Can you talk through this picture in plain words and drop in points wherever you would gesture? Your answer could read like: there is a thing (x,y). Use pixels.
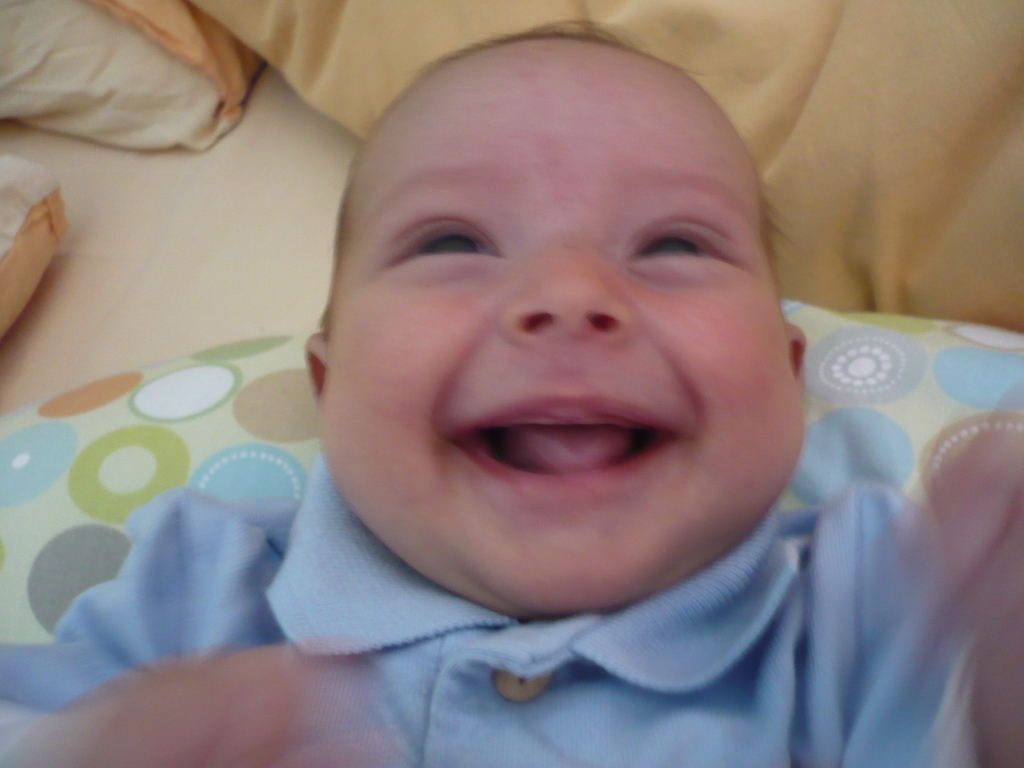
This is a baby (435,691) lying and smiling. I think this is a bed (149,302). These look like the pillows (176,122).
